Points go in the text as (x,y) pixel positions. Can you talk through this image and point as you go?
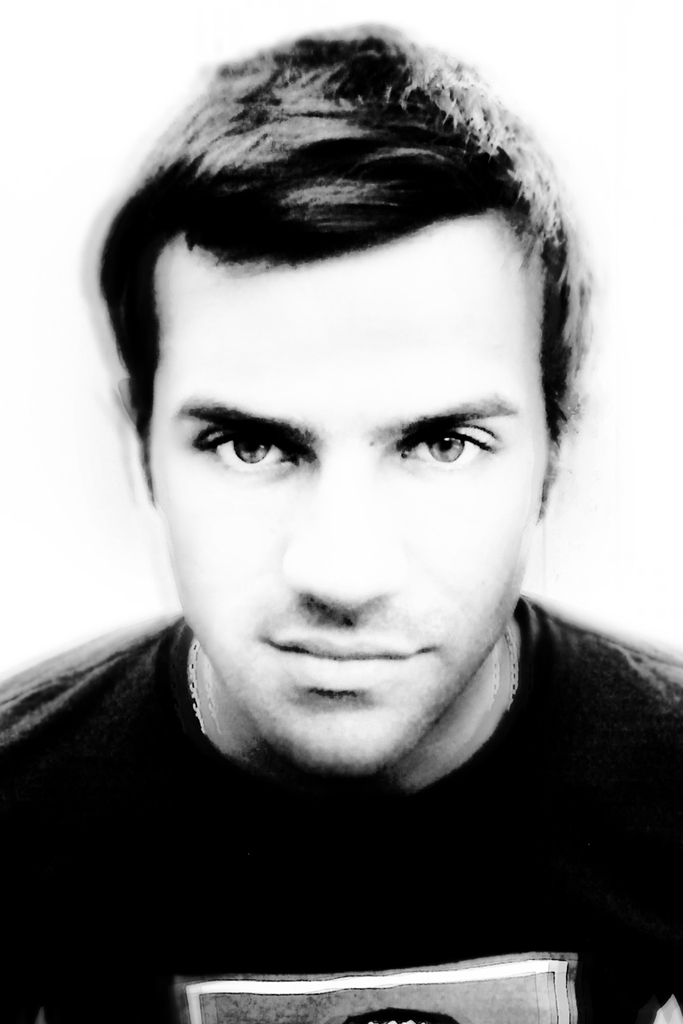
This is a black and white image where we can see a person (157,743) is wearing T-shirt (218,857). The background of the image (117,575) is white in color.
